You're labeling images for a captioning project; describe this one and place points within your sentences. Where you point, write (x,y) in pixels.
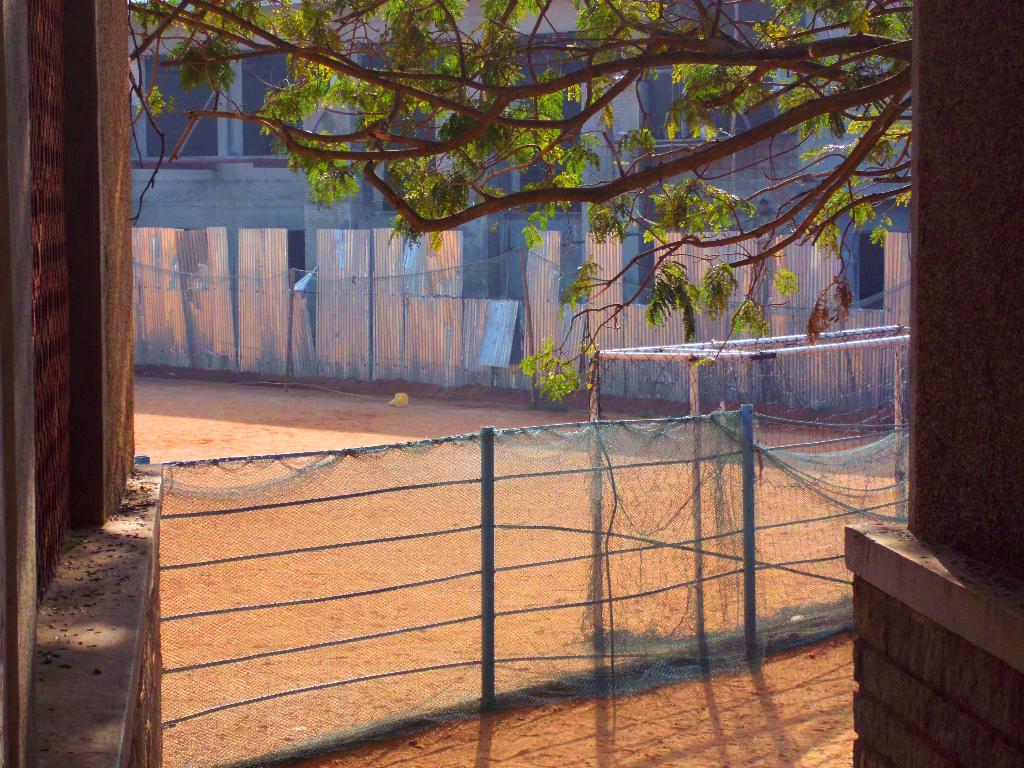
In this picture there is a fencing net (383,537) in the front (509,649). Behind we can see the silver color shed (489,339) and building (238,164) in the background (567,212). On the right corner (775,94) there is a tree (456,157).
